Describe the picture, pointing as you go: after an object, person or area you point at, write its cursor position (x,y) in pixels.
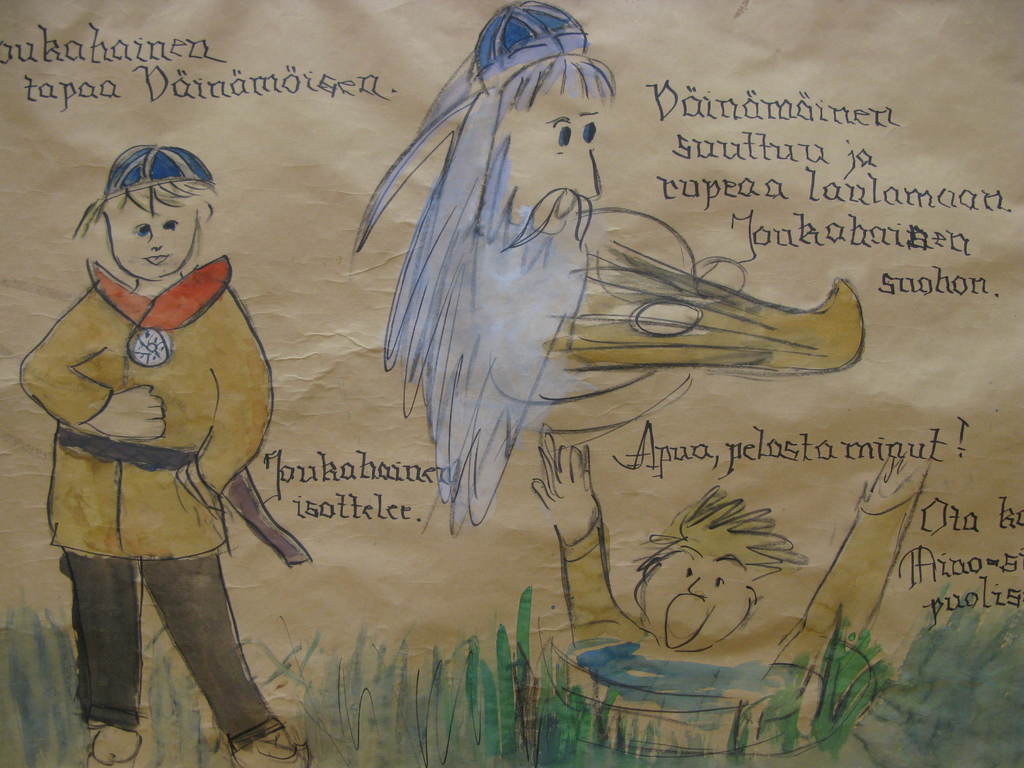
This is a painting (432,321) on a paper (496,418). And something is written on that. On the left side (123,355) there is a painting (145,361) of a child (125,407).
